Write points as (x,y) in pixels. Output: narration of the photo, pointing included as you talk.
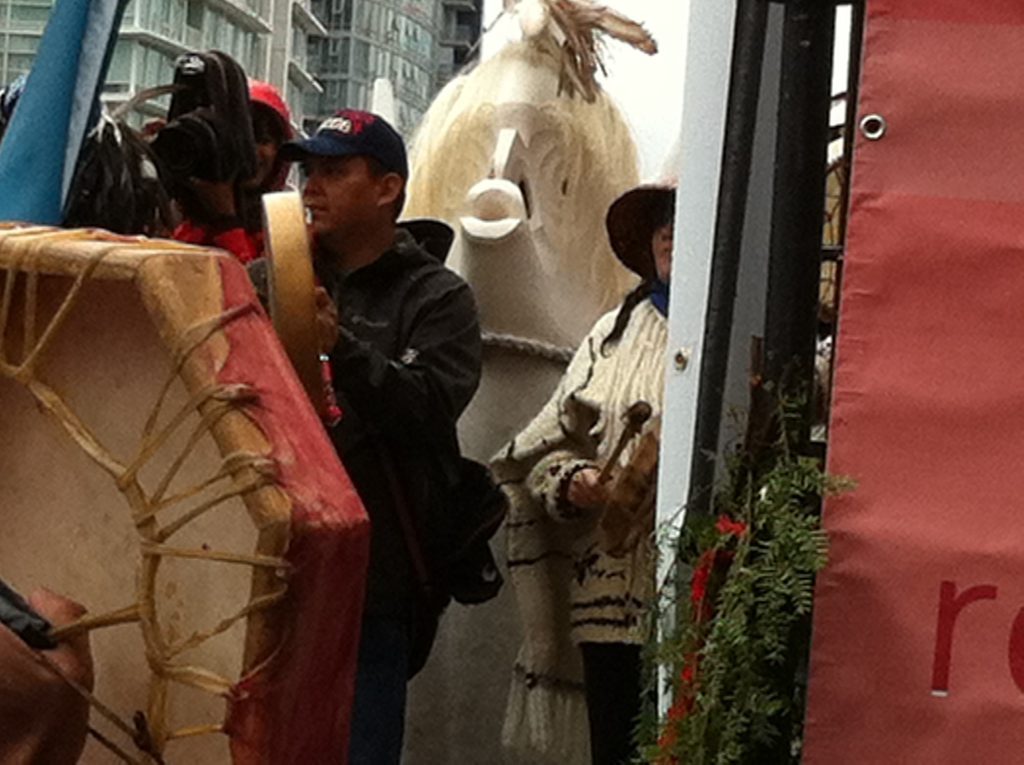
In this image I can see a man (388,410) wearing black color shirt (414,359) and cap (361,136) on his head (365,187). In the background (365,38) I can see a building (351,41). On the right side of the image (917,477) there is a red color board (925,171). Just at the back of the man (454,390) there is a woman (614,390).
